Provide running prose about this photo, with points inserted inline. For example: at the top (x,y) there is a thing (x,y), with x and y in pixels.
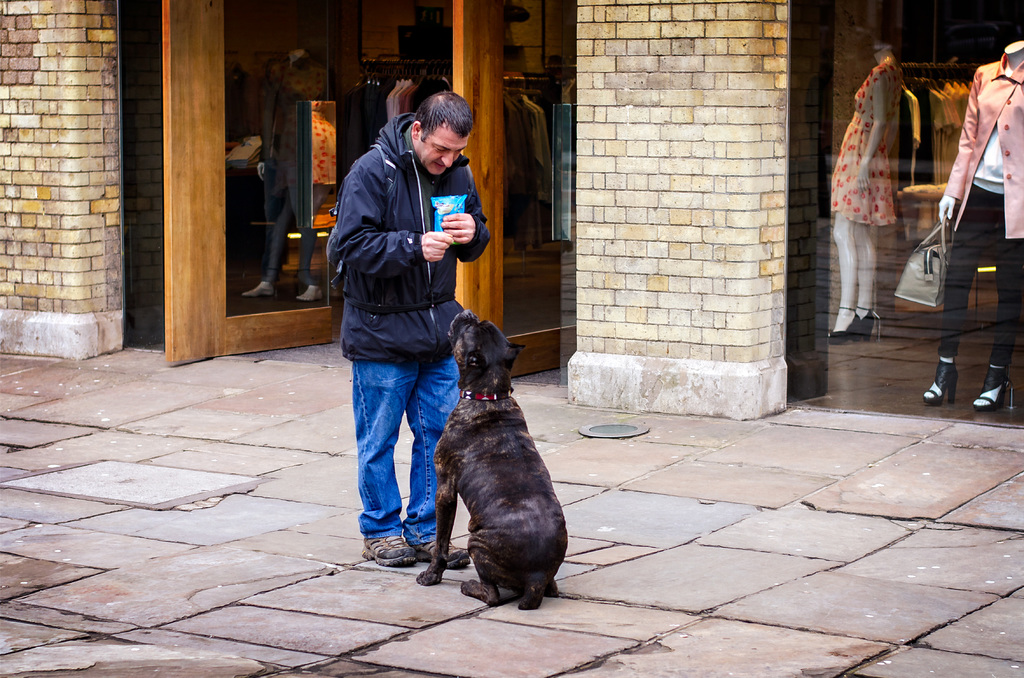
In this image there is a man (428,423) and a dog (476,468) on a pavement (612,476), in the background (12,47) there is a shopping mall (791,262), for that there are glass doors (239,22), in that shopping mall (883,247) there are mannequins (885,120).
